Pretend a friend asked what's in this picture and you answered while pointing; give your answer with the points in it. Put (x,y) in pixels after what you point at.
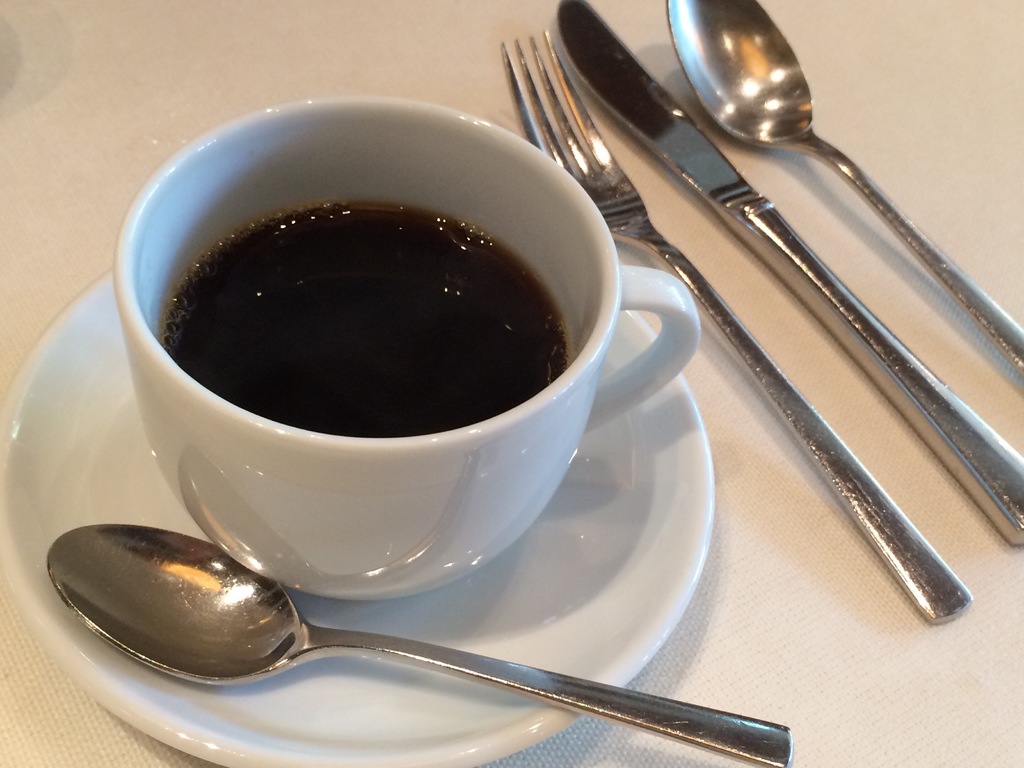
In the picture we can see a table (904,302) on it, we can see a cup (172,212) and saucer (85,436) which is white in color and in the cup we can see a coffee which is dark brown in color and on the saucer (359,616) we can also see a spoon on the table (893,123) and we can see a fork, knife (767,243), spoon (829,168).
